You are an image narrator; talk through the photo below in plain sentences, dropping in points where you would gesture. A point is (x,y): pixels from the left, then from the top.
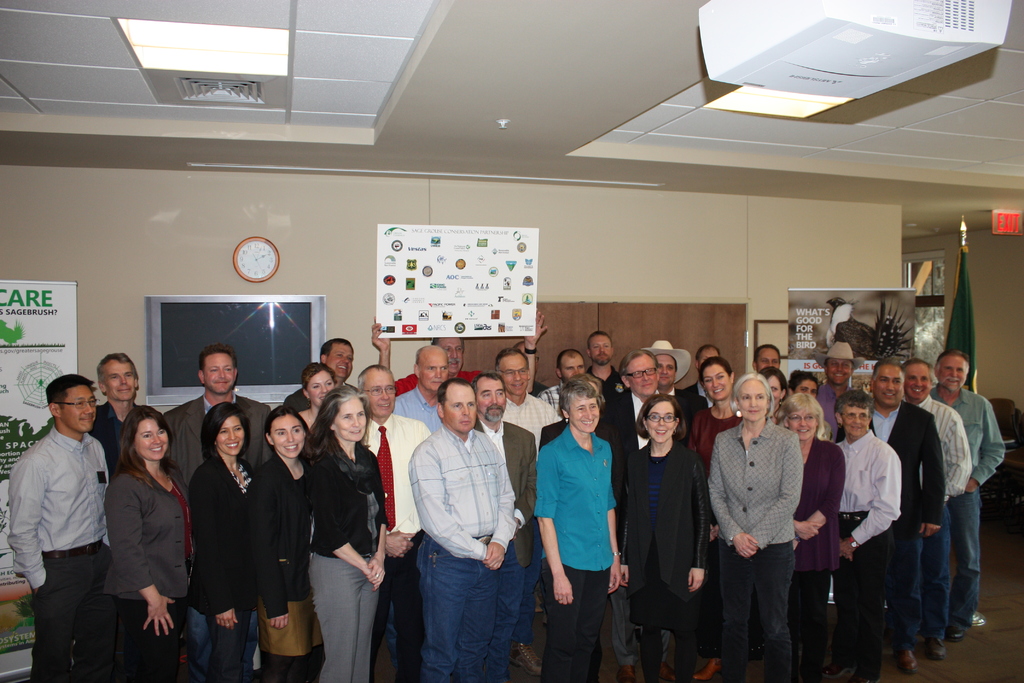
In this image I can see there are few persons (793,459) standing on the floor (1010,661) and I can see a person (400,386) wearing a red color t-shirt (411,379), holding a board (450,270), and in the middle (575,273) I can see the wall (766,210), on the wall (620,205) I can see the clock (236,256), screen (275,330) visible and at the top (514,74) I can see the roof (391,128).
